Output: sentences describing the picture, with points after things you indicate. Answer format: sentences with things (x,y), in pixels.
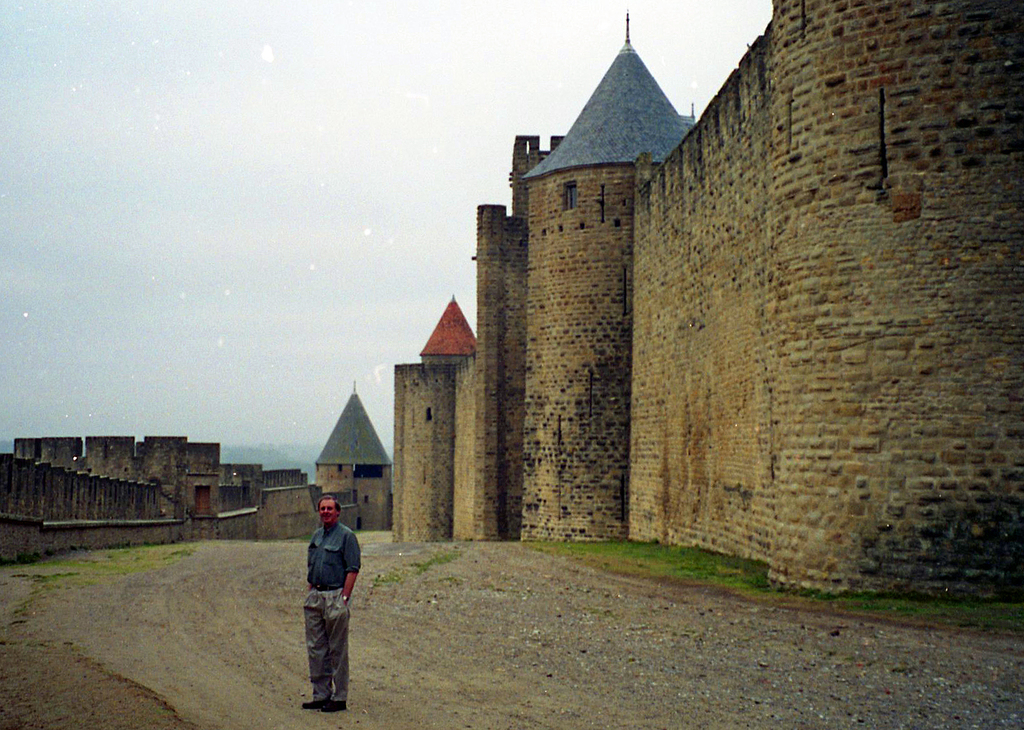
In this image we can see a person (316,612) standing on the pathway (377,638). We can also see some stones (752,649), grass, some buildings (812,495), the walls (85,518) and the sky (306,313) which looks cloudy.
